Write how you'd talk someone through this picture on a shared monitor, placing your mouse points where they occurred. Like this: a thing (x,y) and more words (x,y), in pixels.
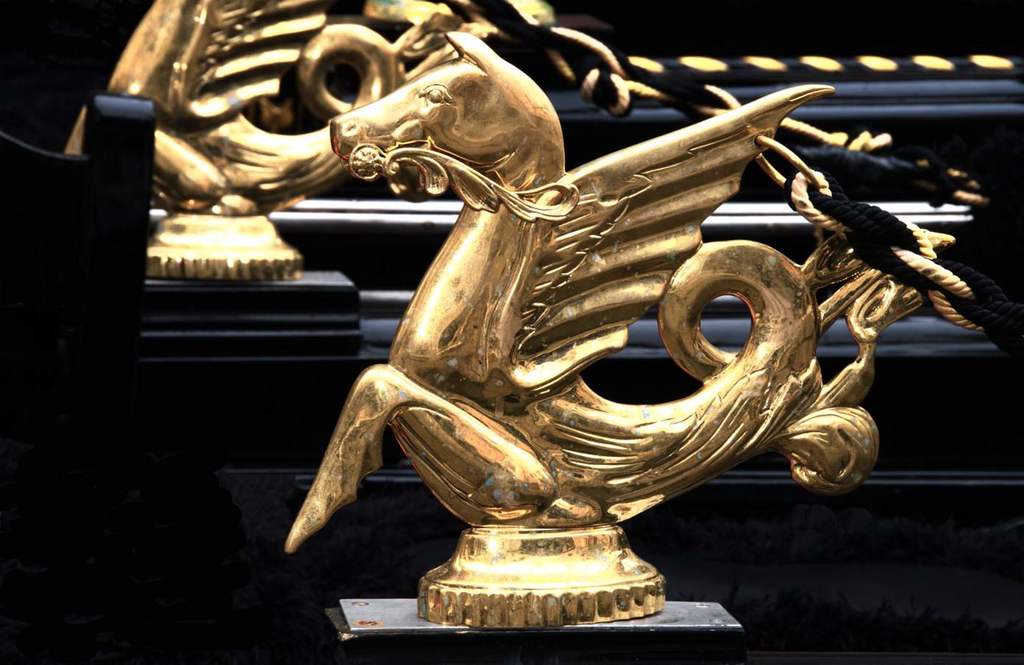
In this image there is an object (110,523) in the left corner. There are ropes (929,69) in the right corner (877,67). There are statues (142,78) in the foreground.
